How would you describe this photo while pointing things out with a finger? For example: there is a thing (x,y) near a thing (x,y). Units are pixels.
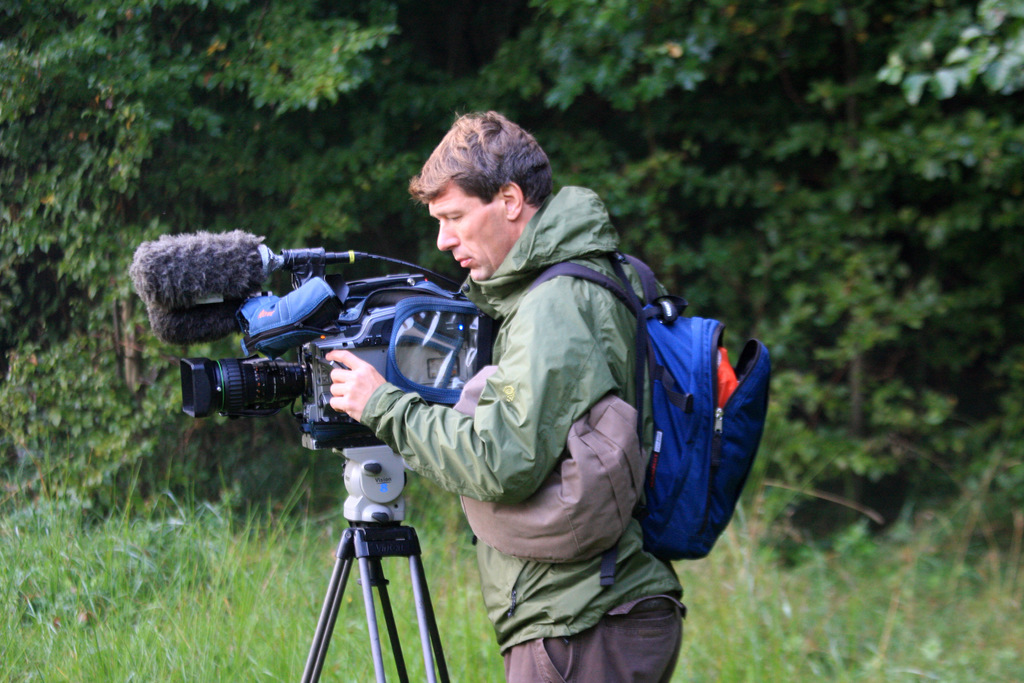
In the center of the image (514,300) there is a man (437,462) wearing bag (659,455) and holding camera (207,382). In the background (132,587) we can see trees (905,255) and grass (70,531).
